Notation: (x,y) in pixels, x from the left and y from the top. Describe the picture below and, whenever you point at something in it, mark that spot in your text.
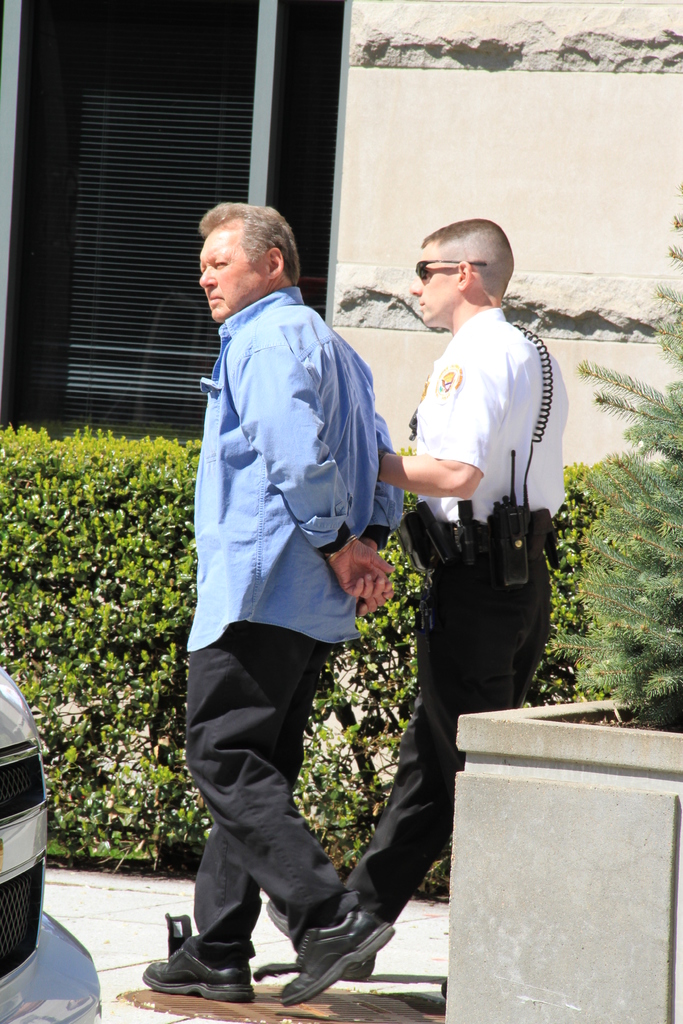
In the center of the picture (249,379) there are two persons (216,738) walking on the footpath (89,873). In the foreground (19,865) there is a vehicle (14,964) and a plant (676,519). In the background (123,556) there are plants (114,539), window (241,82) and wall (486,150). Sky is sunny.
